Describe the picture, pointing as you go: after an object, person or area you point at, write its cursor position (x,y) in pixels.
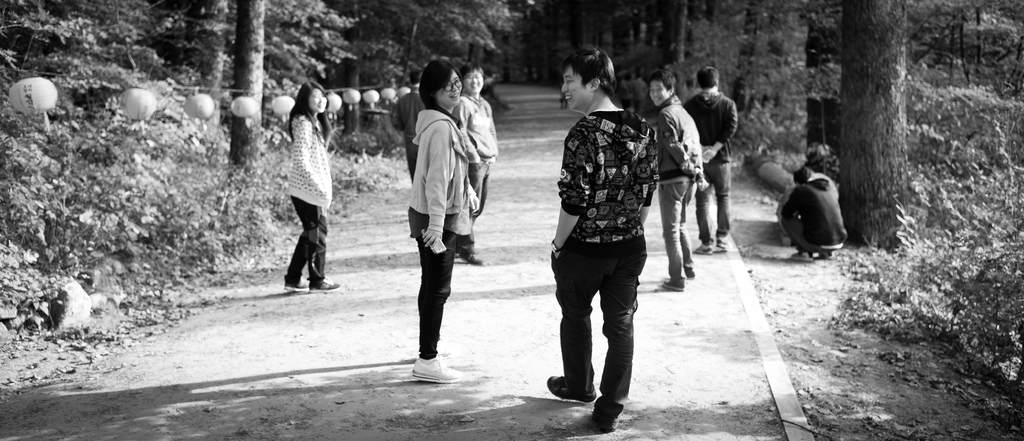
In this picture we can see a group of people (425,287) on the road (550,278), beside this road (383,299) we can see paper lights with thread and in the background (726,55) we can see trees (849,96).
